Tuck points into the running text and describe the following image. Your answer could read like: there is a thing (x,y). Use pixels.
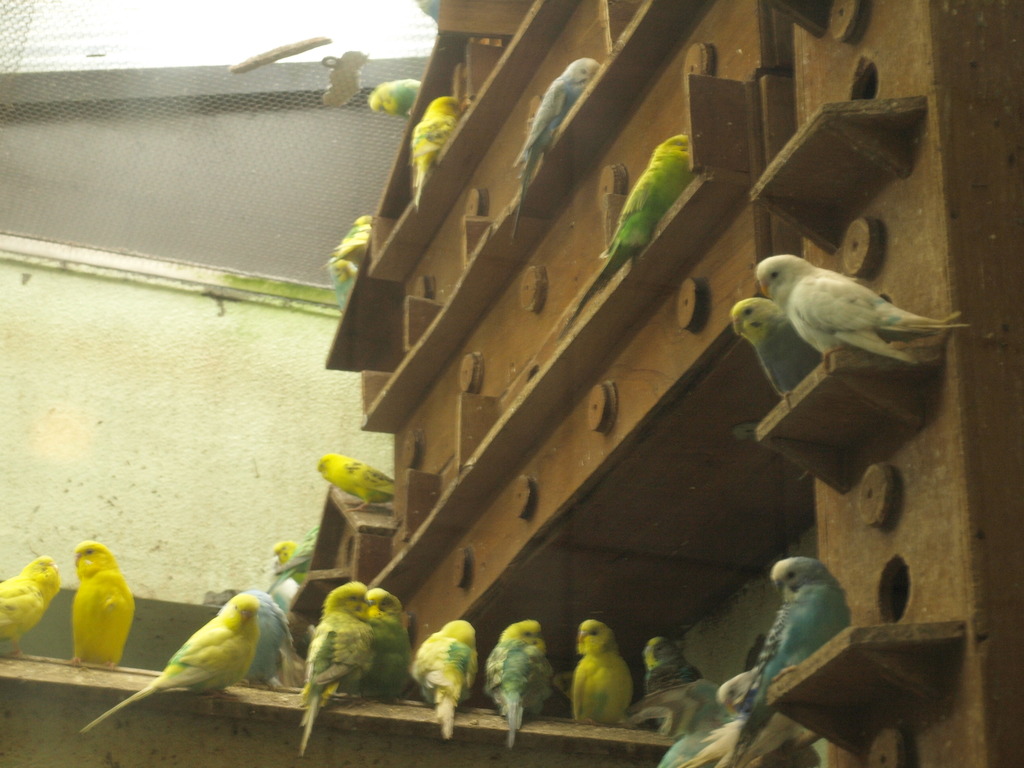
In this image I see number of birds (823,286) which are colorful and all of them are on the brown color wooden planks (535,451) and I see the wall (164,397) over here and I see the netted things (159,131) over here.
